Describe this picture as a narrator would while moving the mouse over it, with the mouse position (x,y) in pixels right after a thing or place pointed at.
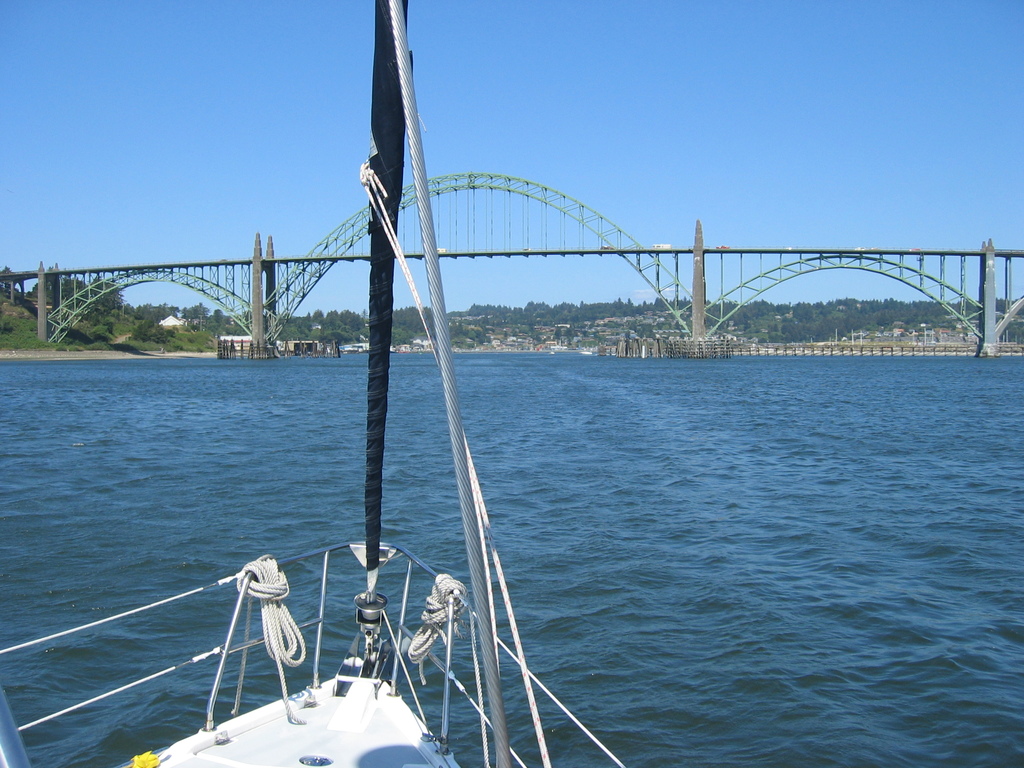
In this image there is a water body (403,526). In the foreground (352,684) there is a boat (284,733). In the background (281,311) there is bridge (675,294), trees (409,324), buildings (948,330) and sky (919,295).
